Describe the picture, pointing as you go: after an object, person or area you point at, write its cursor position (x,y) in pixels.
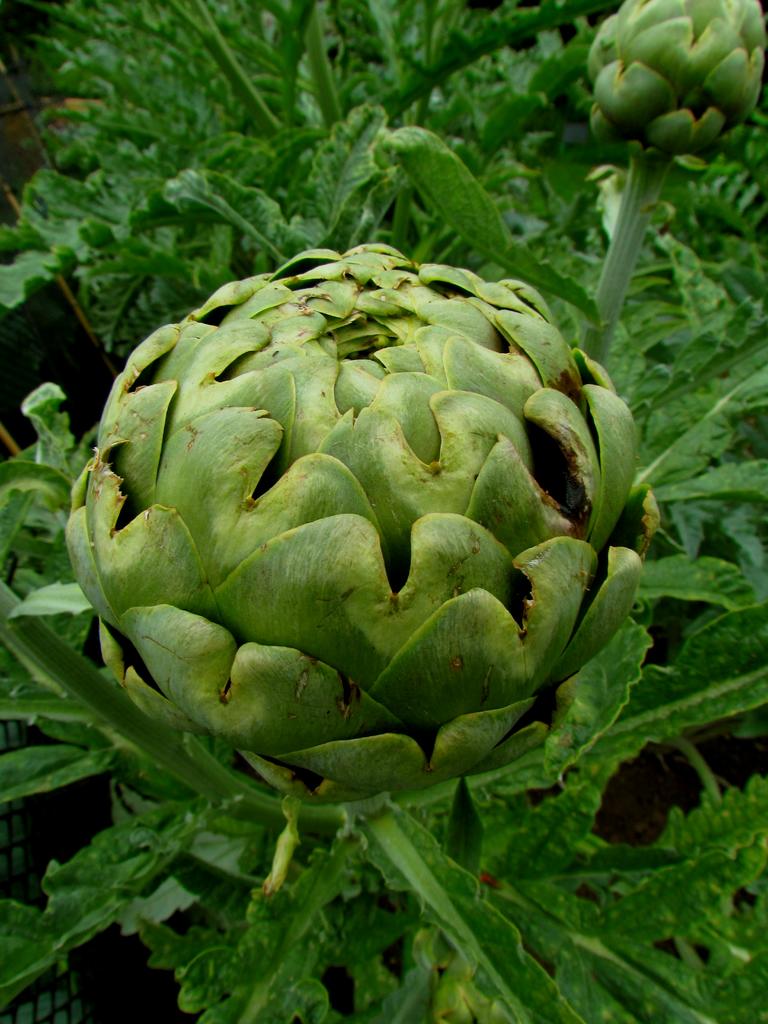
In this image I can see few green plants (465,257) and green buds (414,436).
